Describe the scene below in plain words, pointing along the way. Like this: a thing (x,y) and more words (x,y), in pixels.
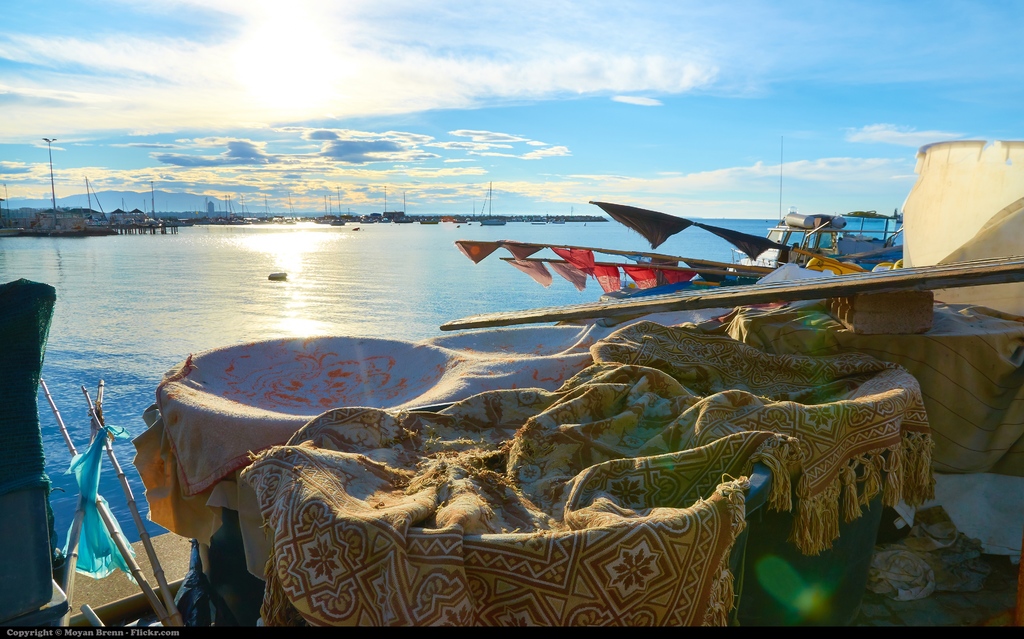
In this image we can see baskets (617,514) covered with clothes (587,334). Also there are wooden sticks (708,301) and there are poles (698,261) with clothes (611,290). In the back (236,250) there is water (283,249). Also there is a boat (818,240). In the background (350,191) there are poles (339,199) and sky (504,81) with clouds (531,89). In the left bottom corner (43,630) something is written.
